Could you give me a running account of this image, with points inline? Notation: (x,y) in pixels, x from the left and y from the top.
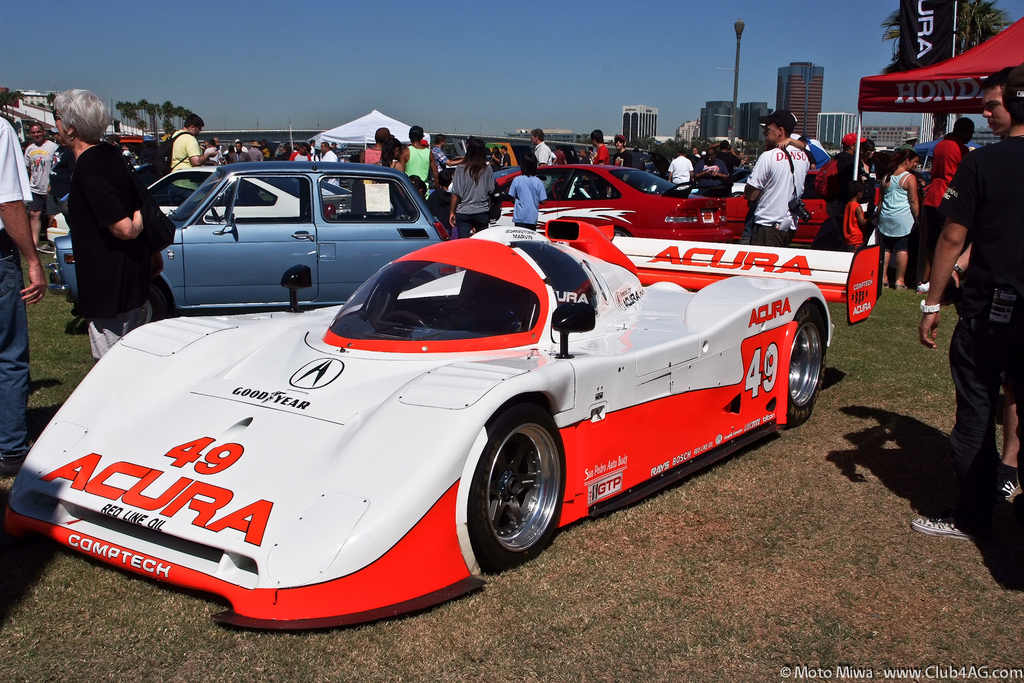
This is an outside view. Here I can see many cars (541,314) on the ground (707,580). Along with the cars (57,266) many people (51,184) are standing. In the background (889,138) there are some buildings (686,128) and trees (143,123). At the top of the image (286,53) I can see the sky (260,53).
